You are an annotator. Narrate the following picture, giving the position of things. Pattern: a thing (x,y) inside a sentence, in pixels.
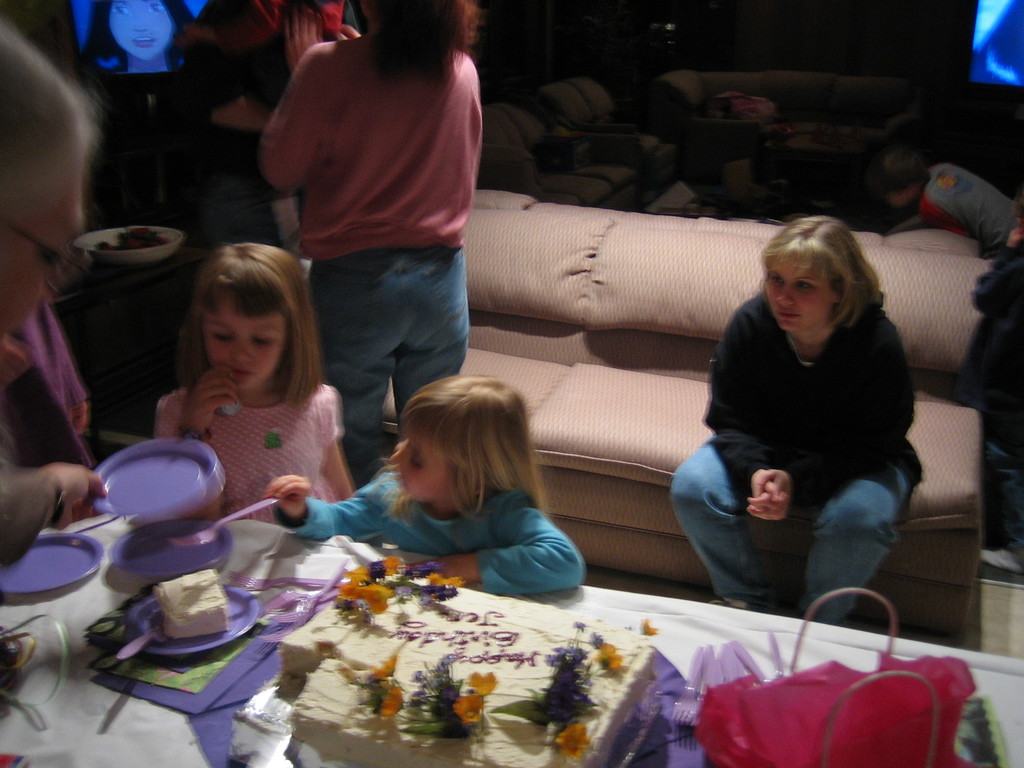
In the picture I can see a table (672,718) which has a cake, few plates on it and there are few persons (234,392) standing beside and in front of it and there is a woman (860,418) wearing black jacket (877,409) is sitting in a sofa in the right corner (870,430) and there are few persons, sofas (804,100) and some other objects (750,115) in the background (588,86).
